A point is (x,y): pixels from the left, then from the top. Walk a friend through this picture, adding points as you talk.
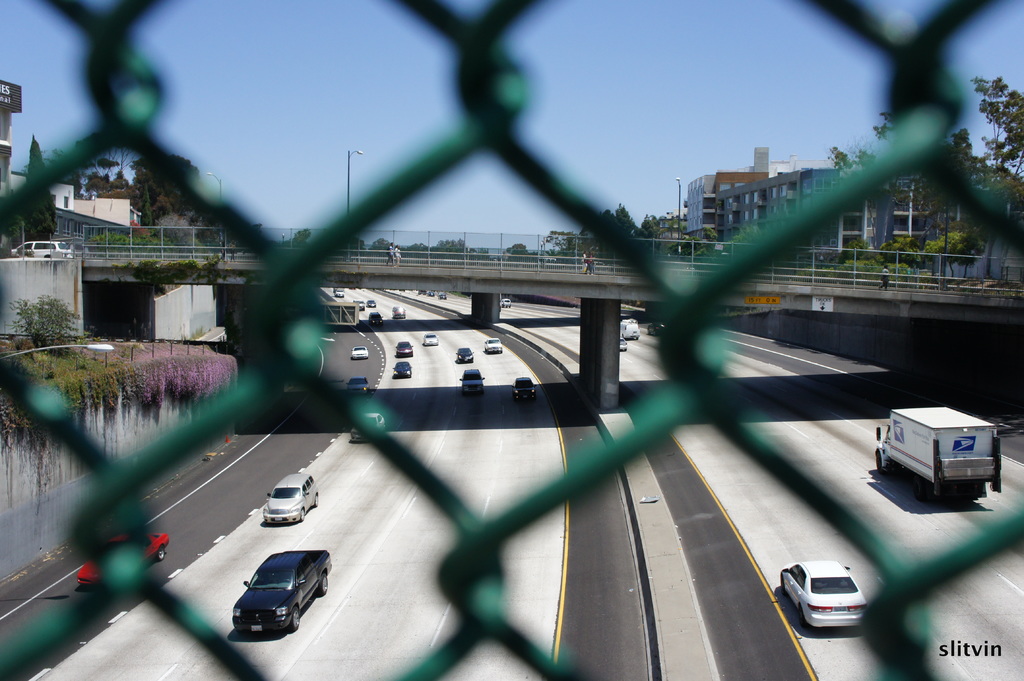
In this picture there is a net (574,198) in the foreground area of the image (578,208) and there are buildings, cars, poles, trees (737,236), and a bridge (584,289) in the image.
